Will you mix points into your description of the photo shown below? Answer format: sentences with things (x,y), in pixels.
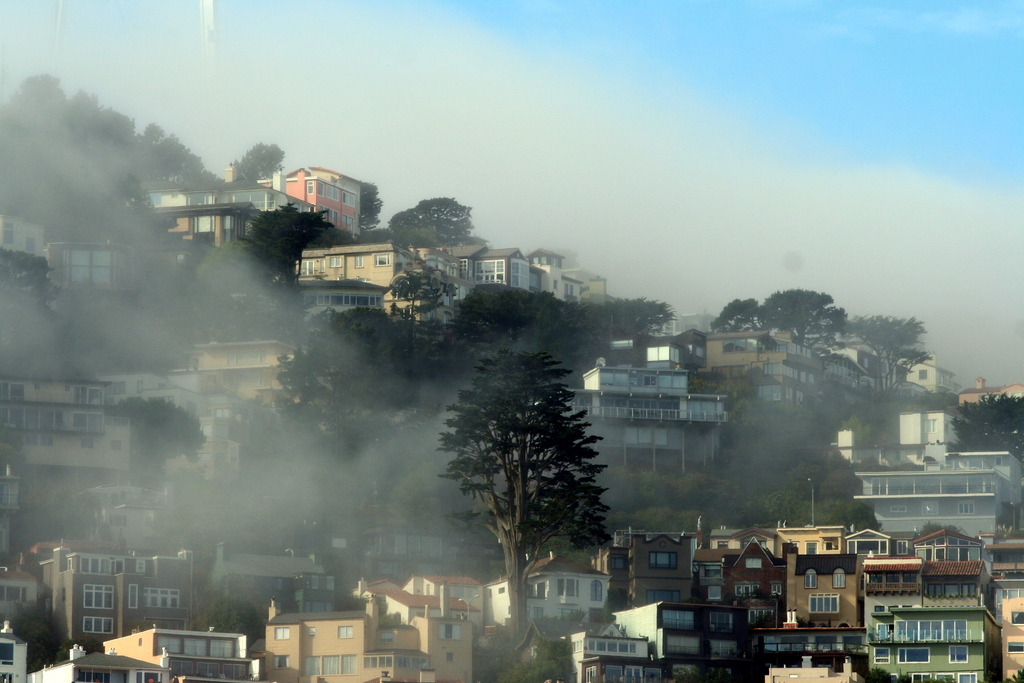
In this image we can see trees (520,531), buildings (747,591) and pole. In the background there are clouds (648,214) and sky (662,120).
